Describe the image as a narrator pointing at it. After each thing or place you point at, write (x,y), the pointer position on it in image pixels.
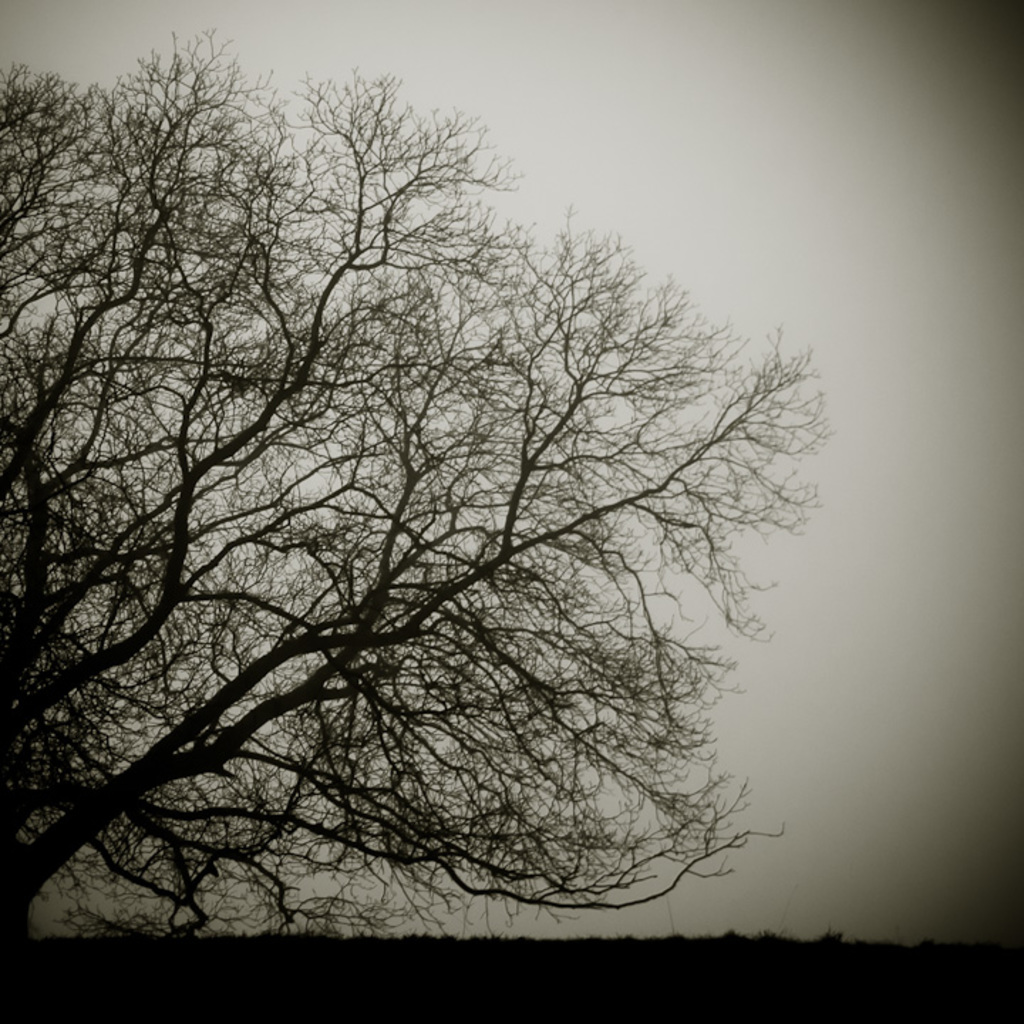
In this image we can see a tree (424,376) on the left side of the image (93,825) and in the background (789,653), we can see the sky (783,704).
